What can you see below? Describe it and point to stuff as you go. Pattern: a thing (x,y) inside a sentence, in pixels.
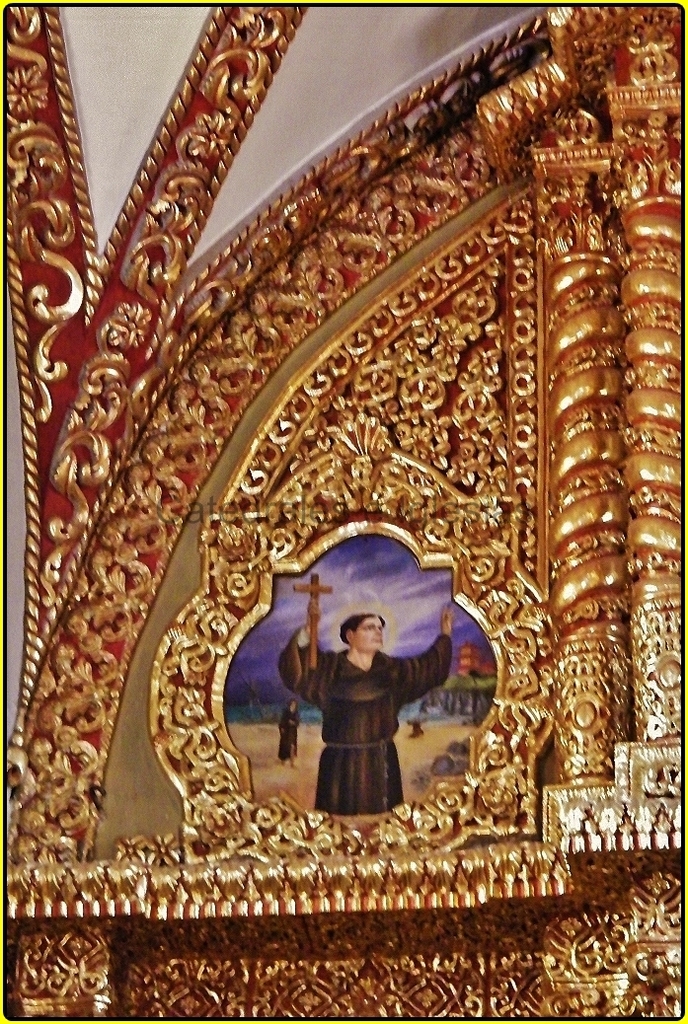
In this image, we can see a decorative frame (413,837) and painting (365,701). In the painting (326,683), we can see a person (331,702) is holding a holy cross (313,611). Top of the image (278,90), we can see white color.
